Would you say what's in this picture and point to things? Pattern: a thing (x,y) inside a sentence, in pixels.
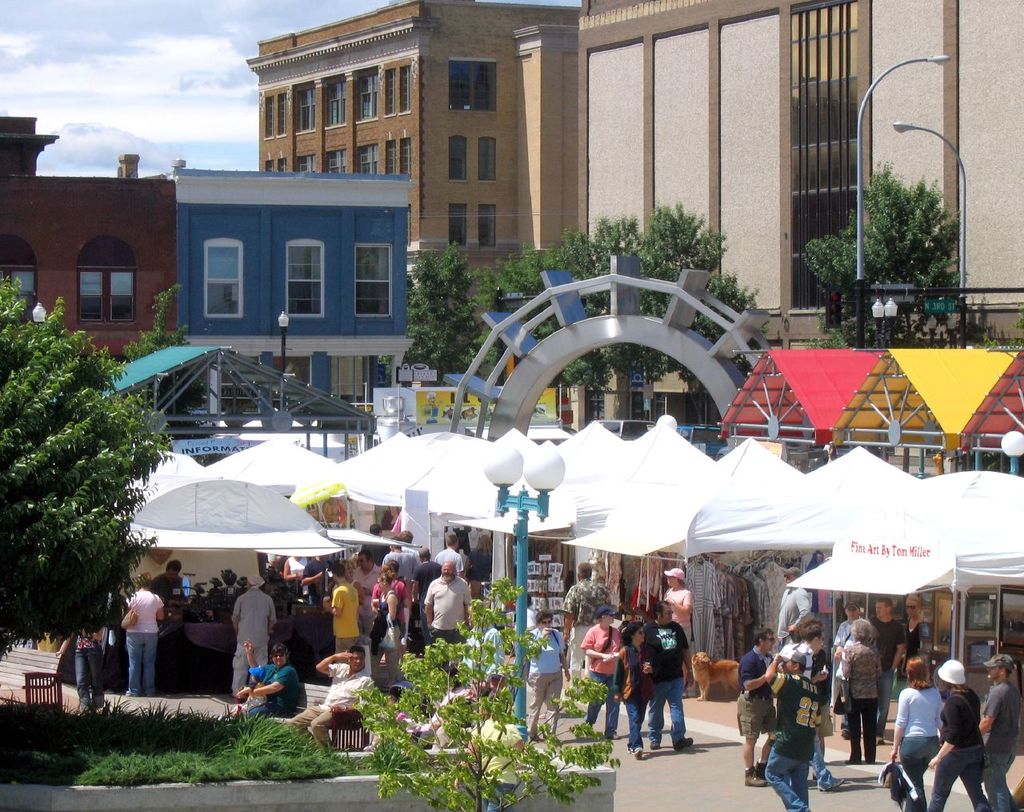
At the bottom of the image (596,545) there are stalls (601,559). There are people (651,678) walking on the road (662,766). There are trees (438,647). There is a light pole (513,457). In the background of the image (406,60) there are buildings (286,164). There is sky (123,63).
